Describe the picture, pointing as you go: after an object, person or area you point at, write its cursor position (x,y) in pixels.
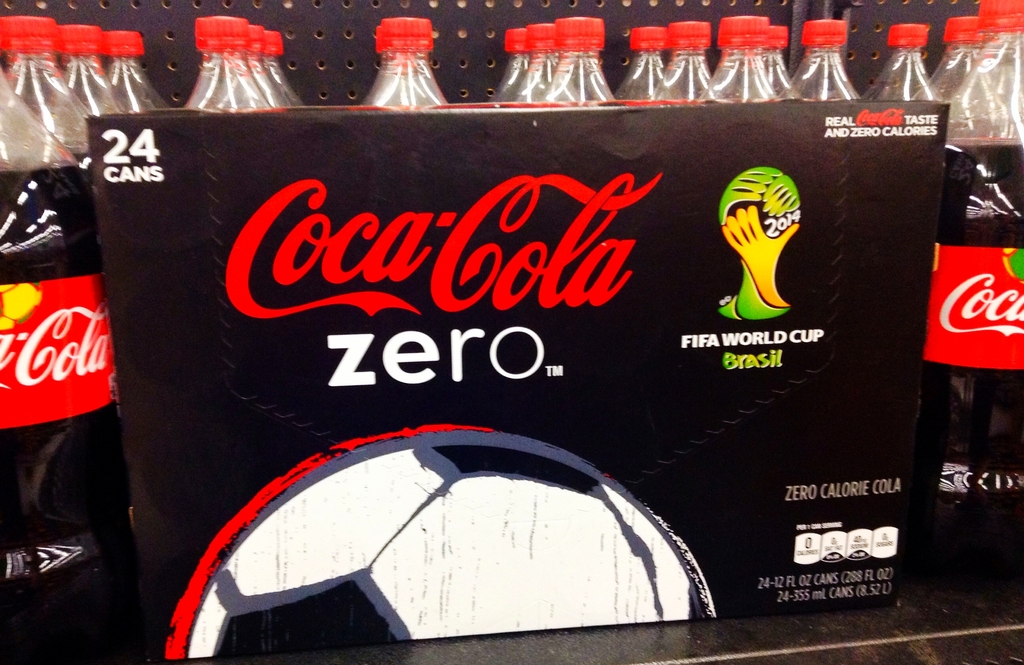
In this picture I can observe some drink bottles (106,85) placed in the rack (149,66). I can observe black color board (562,475) in front of the bottles (117,51). There is some text (347,292) on this board (388,373).
